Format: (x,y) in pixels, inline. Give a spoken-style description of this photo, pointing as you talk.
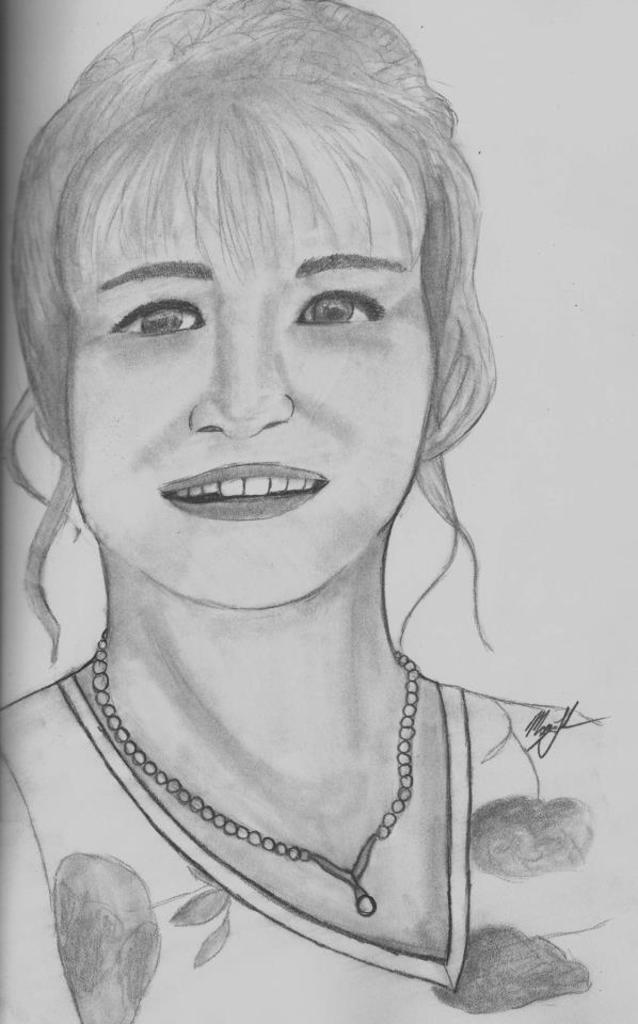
This is the picture of a drawing (313,681) of a lady (302,683) and she has a chain (193,801) around the neck (203,795).
